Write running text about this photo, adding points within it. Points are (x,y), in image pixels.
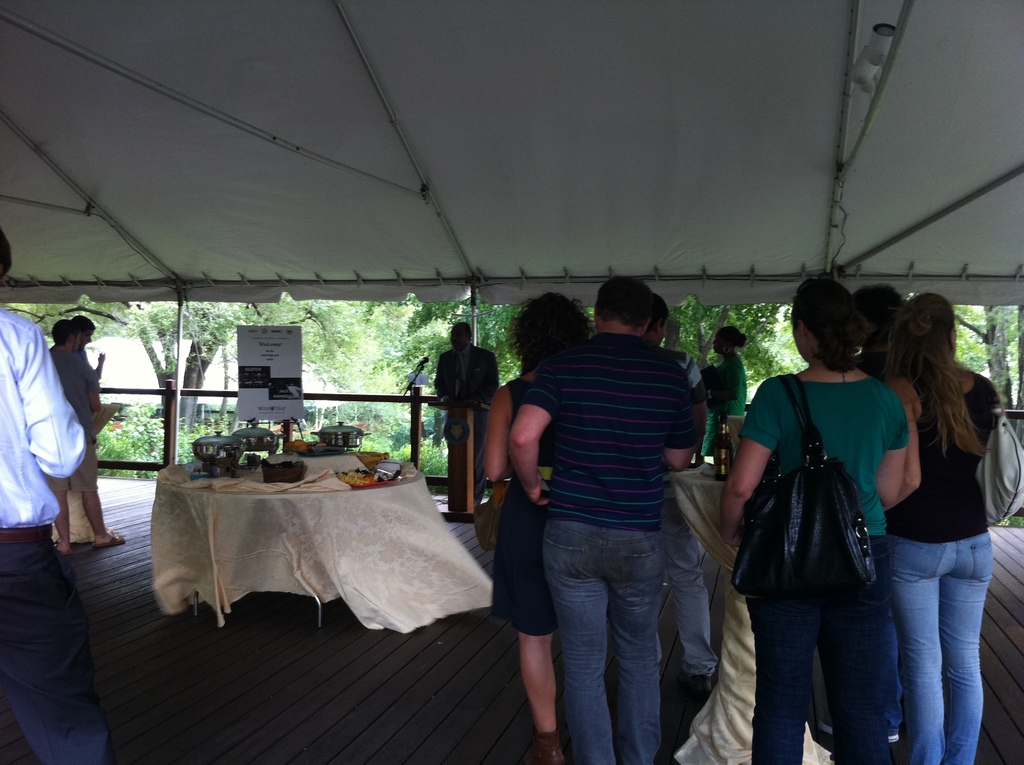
In this image I can see the group of people (512,482) standing and wearing the different color dresses (630,440). I can see few people (756,445) are wearing the bags (841,566). To the left (315,583) I can see the table (280,517). On the table (276,519) there are utensils (239,468) and some objects (279,466). In the background (252,371) I can see the board (260,347), railing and the trees (312,352).
